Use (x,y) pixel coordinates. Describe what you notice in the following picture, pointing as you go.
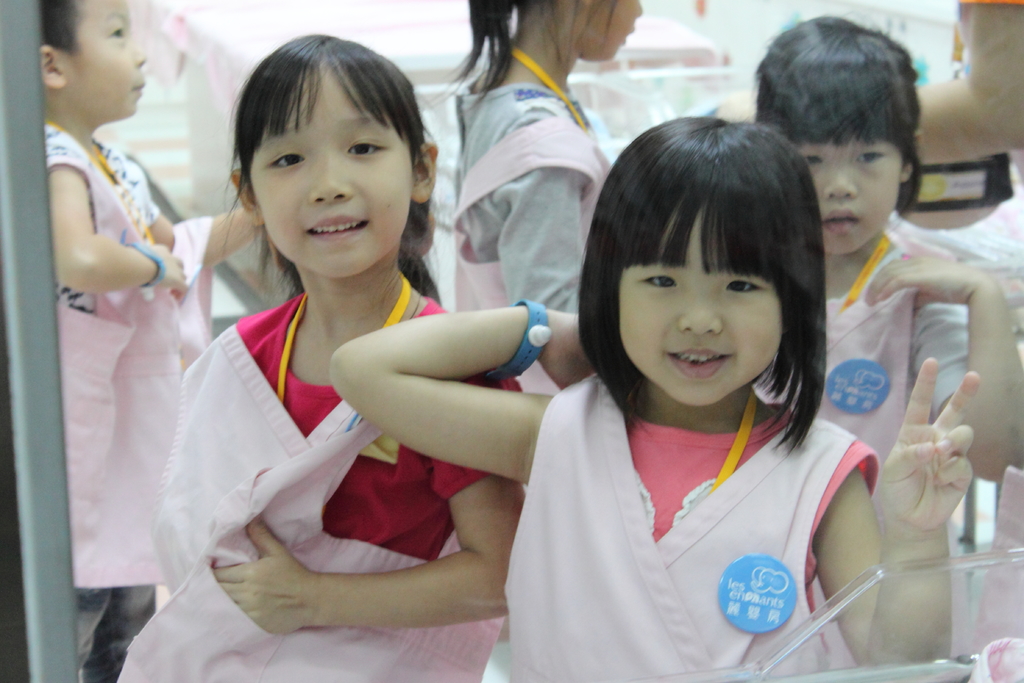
In this image there are few kids (456,336) wearing pink color clothes (522,569). Right bottom there is a glass material (906,586). Background (262,34) there is a table (250,26) covered with a cloth (227,61).
